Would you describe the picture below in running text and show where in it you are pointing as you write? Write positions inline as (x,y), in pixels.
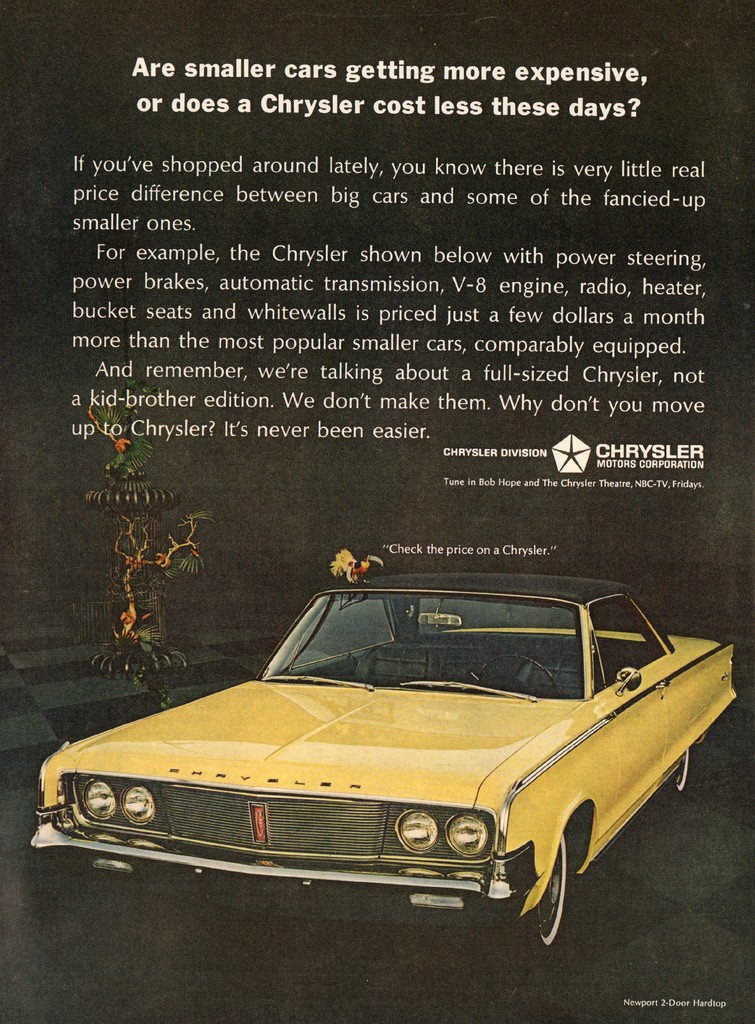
In this image we can see the poster (225,341) with some text (253,378) and we can see a yellow colored car (469,860) and there is a bird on it. We can see an object (129,591) which looks like a tree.
